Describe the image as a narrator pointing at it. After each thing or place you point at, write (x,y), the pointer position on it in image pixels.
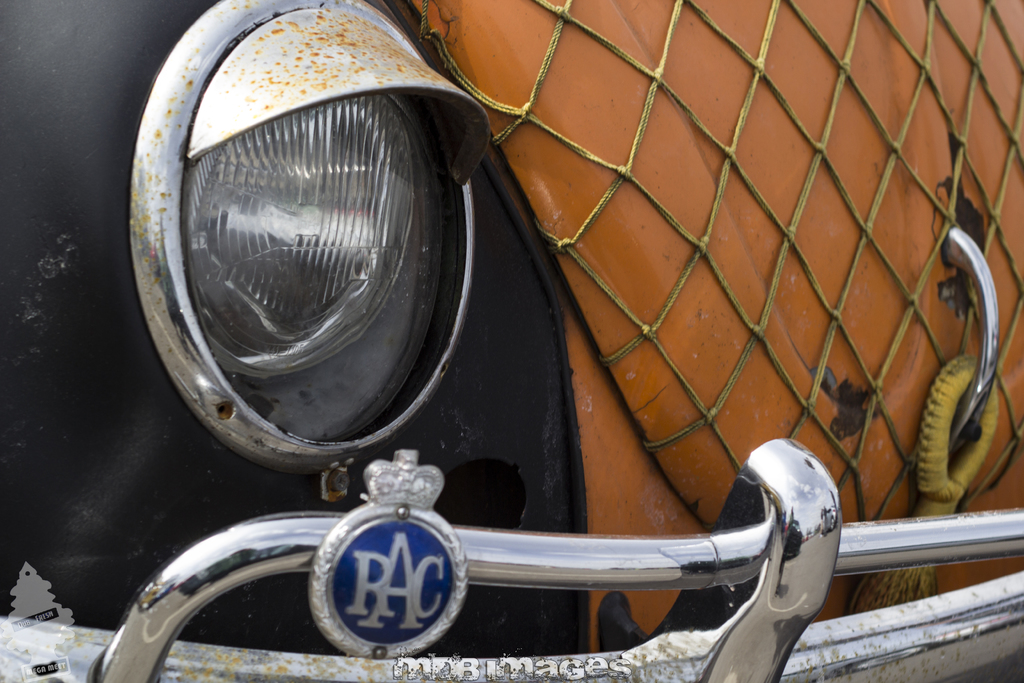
In this image, we can see the truncated part (161,366) of a car (170,341) with a bumper (318,657) and headlight (246,106).
